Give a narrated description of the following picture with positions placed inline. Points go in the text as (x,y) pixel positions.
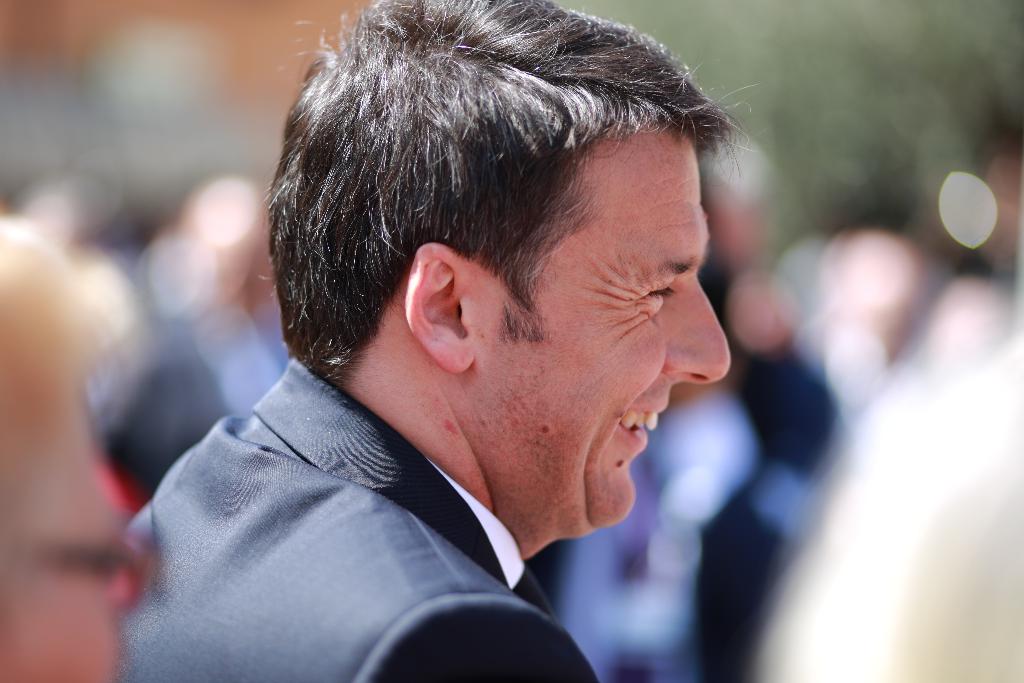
In the middle of the image (539,234) we can see a man (528,426) is smiling. Around that man (624,141) it is blurry.
